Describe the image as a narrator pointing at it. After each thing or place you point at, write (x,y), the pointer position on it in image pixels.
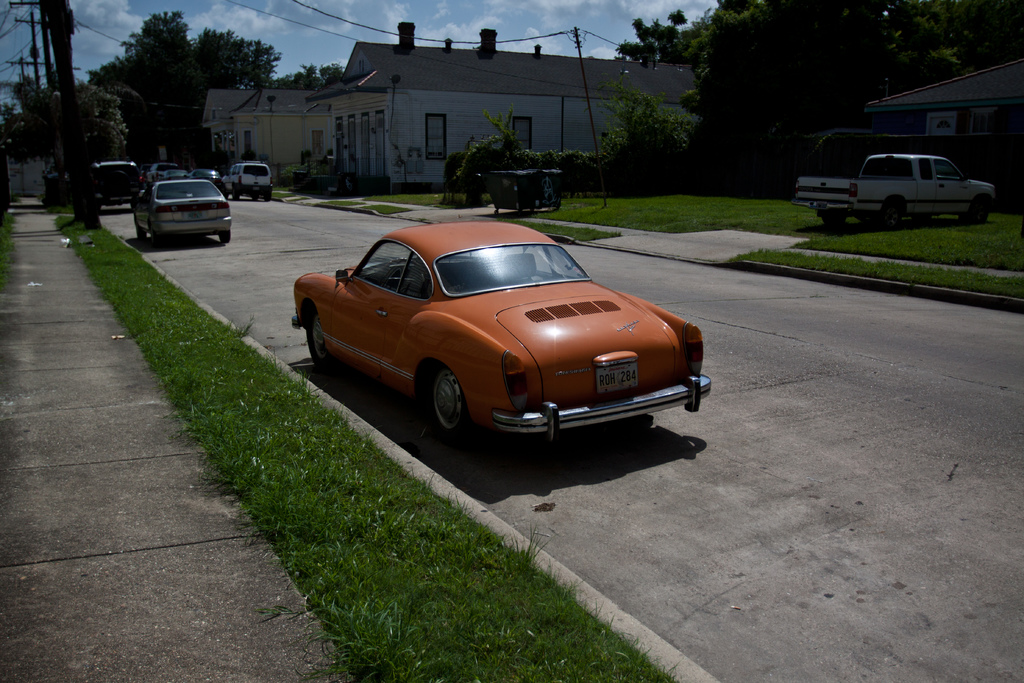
In this image, there are a few vehicles (512,229) and houses (575,101). We can see some trees (704,115), plants (597,194) and poles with wires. We can see the ground (586,225) with some objects (558,194). We can see some grass (271,374) and the sky (405,19) with clouds (535,32).
